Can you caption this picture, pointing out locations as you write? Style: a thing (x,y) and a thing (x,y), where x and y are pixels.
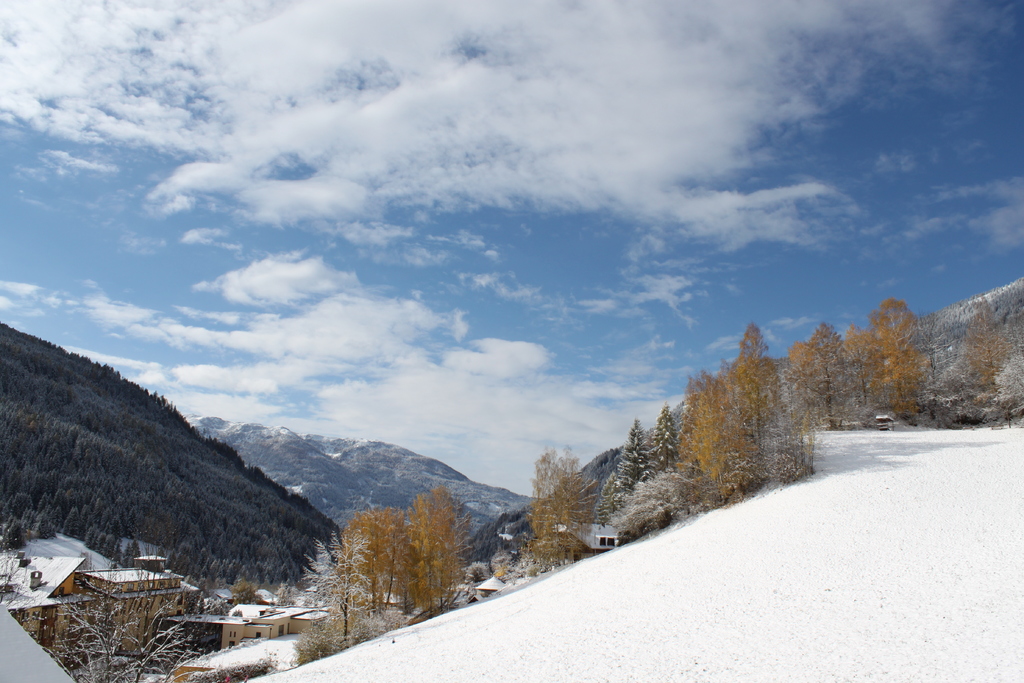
In the image in the center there are trees (724,442), there are buildings (150,635) and in the background (171,481) there are mountains (341,483) and the sky (410,246) is cloudy.
